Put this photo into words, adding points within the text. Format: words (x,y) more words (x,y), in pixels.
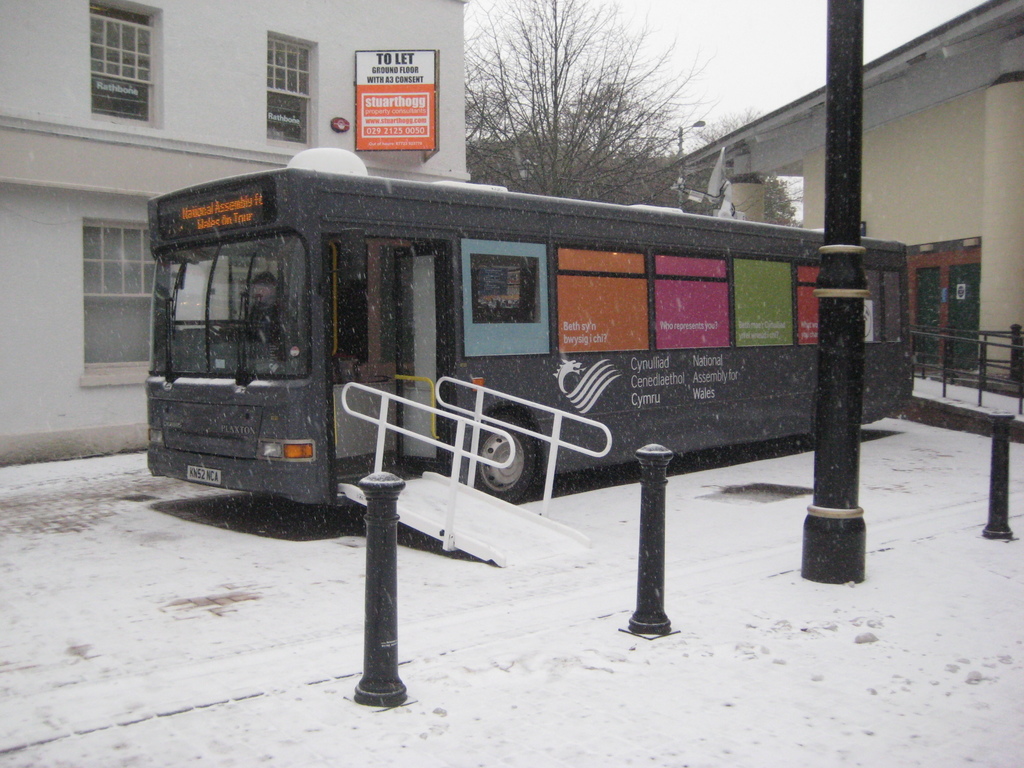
In the center of the image (527,476) there is a bus (443,400). In the background of the image (154,105) there is building (122,112) with windows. To the right side of the image (805,204) there is a house (980,119). There is a board (362,66) with some text (420,116). There are trees (597,143). At the bottom of the image (552,711) there is snow (467,699). There are poles (644,456).
